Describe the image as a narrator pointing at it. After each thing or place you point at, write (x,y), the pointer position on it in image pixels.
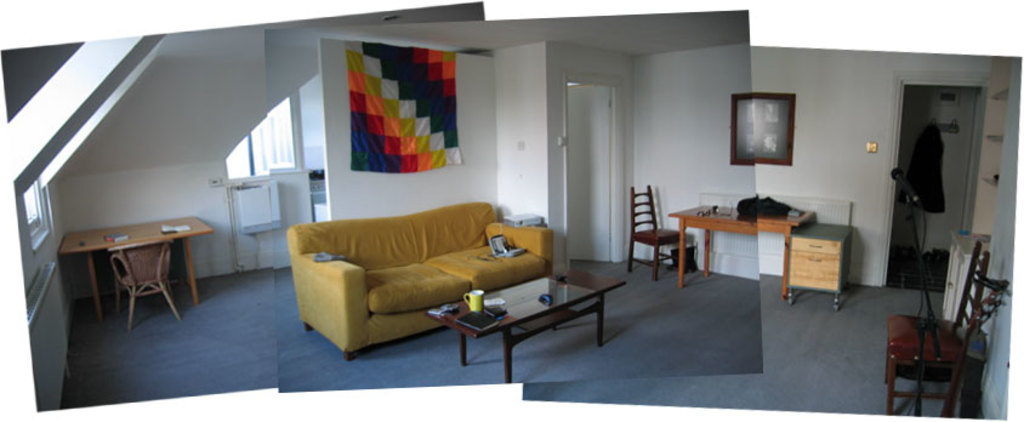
This image is clicked in a room (388,183). There is sofa (447,292) and table (534,292) in the middle (494,266), on that table (514,299) there are cups (472,308), book (487,326), on the sofa (475,263) there are cushions (461,271). There is table (190,269) and chair (134,263) placed on the left side (191,262), there is book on that table (90,247). There are Windows (234,161) on the left side (251,158). there is a cloth (434,147) placed in the middle (410,159). There are table (785,266) and chairs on the right side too and there is a room (896,254) on the right side (945,232), there is a chair (890,356) and mike (920,282) on the right side (918,312). There is a photo frame (739,125) in the middle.
